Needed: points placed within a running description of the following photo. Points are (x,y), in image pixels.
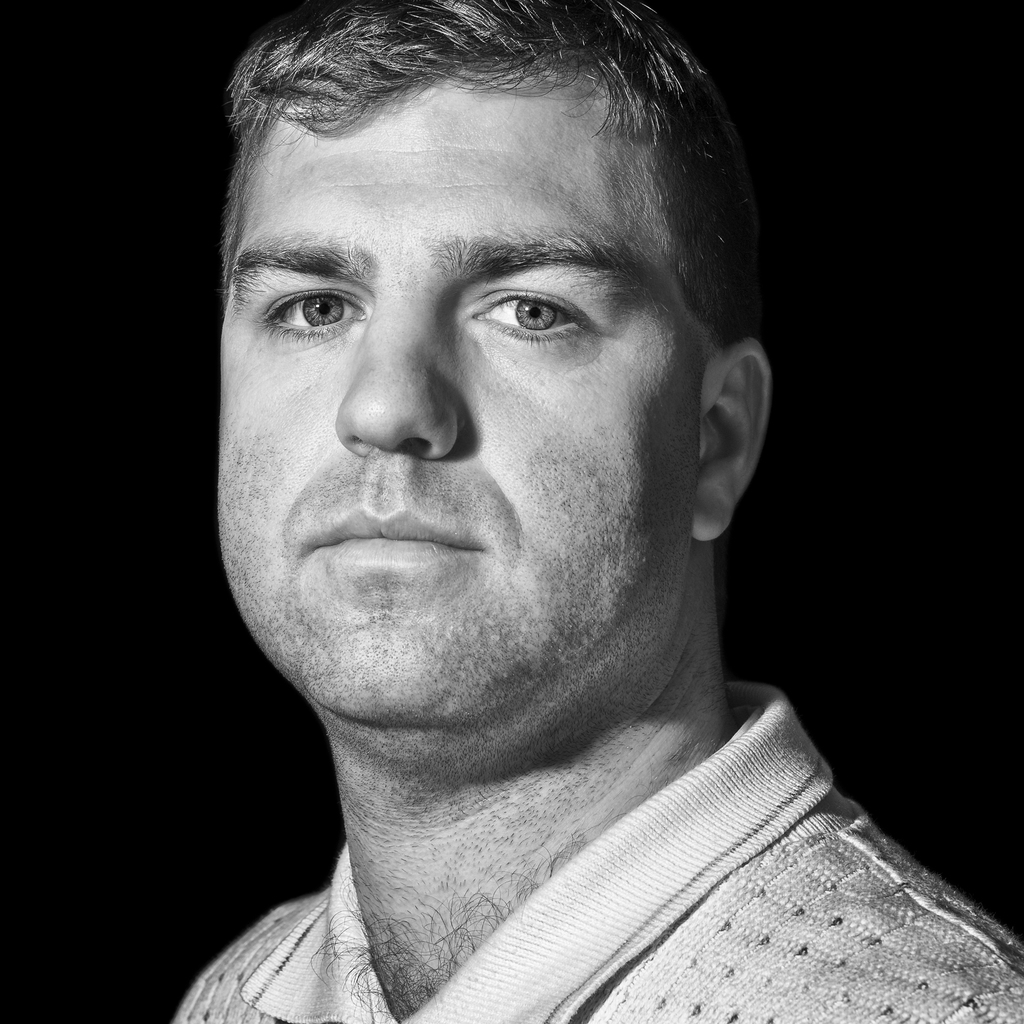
In this picture there is a photograph (532,943) of the man (713,941) wearing white color t-shirt (764,908) is looking into the camera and giving a pose. Behind there is a black background (153,87).
